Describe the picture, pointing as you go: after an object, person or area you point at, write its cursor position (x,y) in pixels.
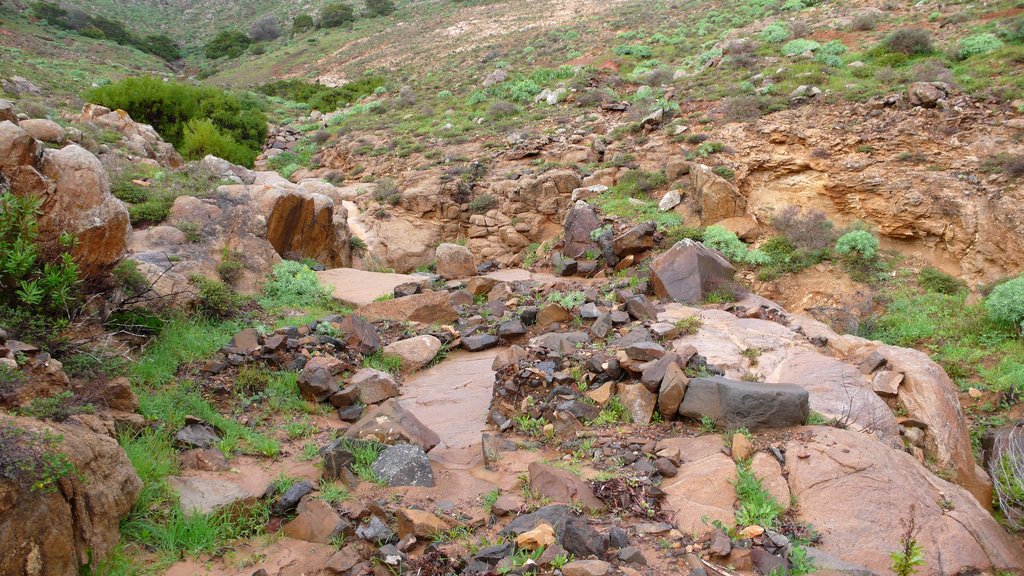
In this image I can see number of stones (387,206) and grass (339,488) on the ground (336,144).
